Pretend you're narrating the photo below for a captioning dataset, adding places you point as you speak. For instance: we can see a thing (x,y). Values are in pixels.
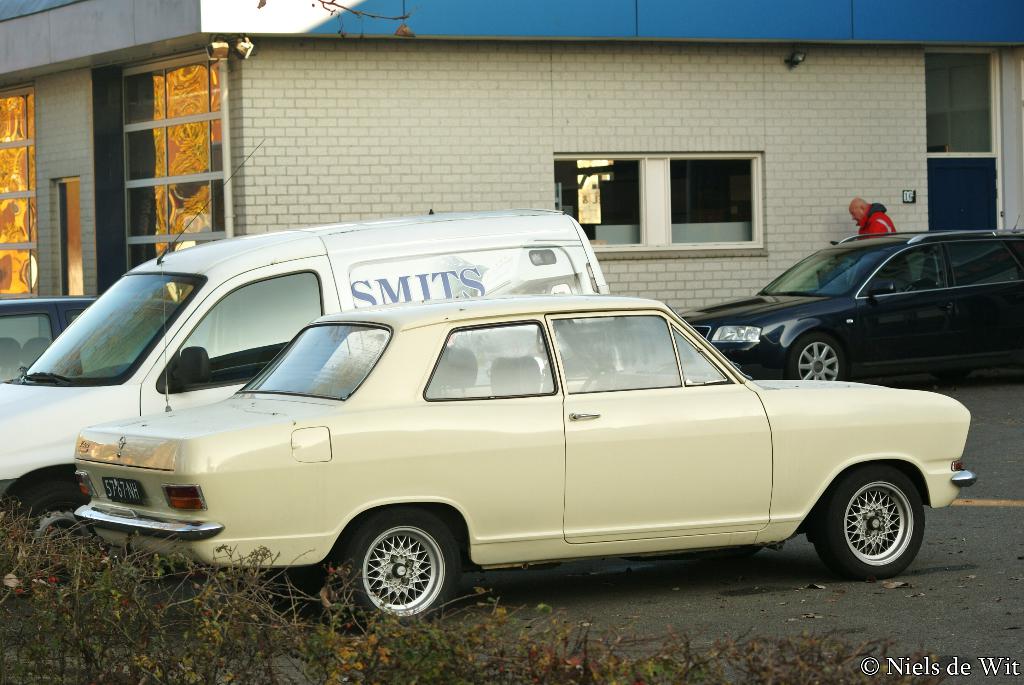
In this image I can see some vehicles (836,269) on the road (774,622). I can see a man (878,221) standing near the wall (847,213). In the background (653,136), I can see a building (210,128) with windows (627,201).
